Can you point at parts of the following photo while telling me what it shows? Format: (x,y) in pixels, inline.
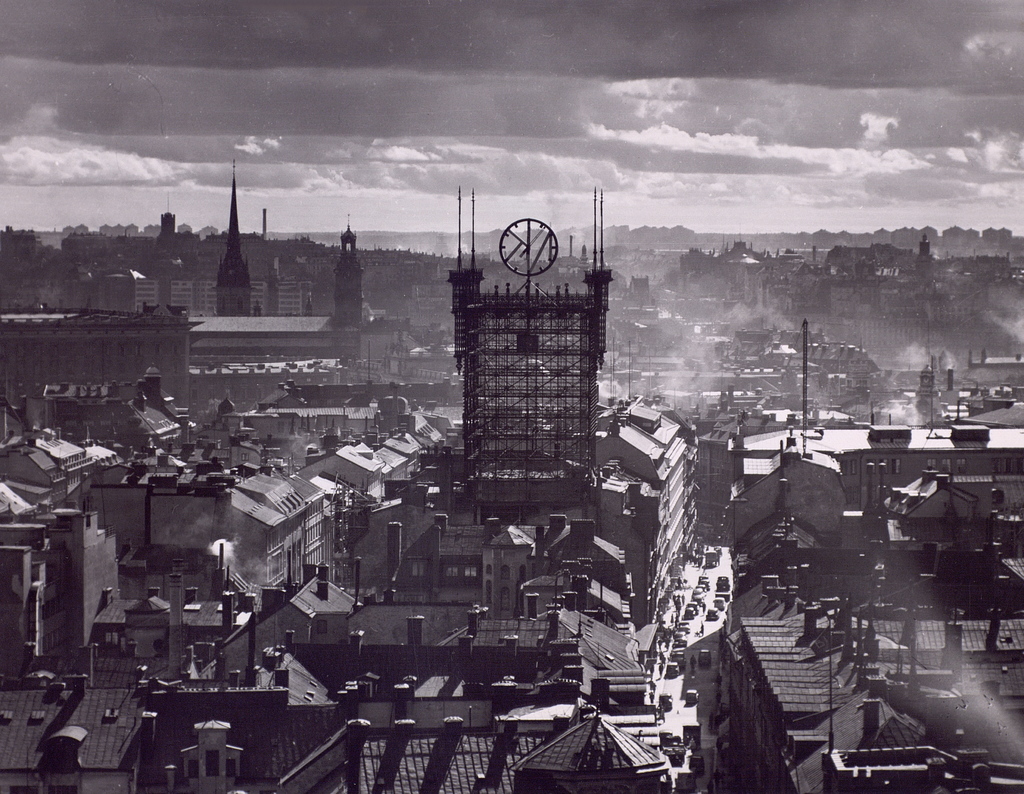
In this image we can see buildings (449,387). At the top of the image (469,187) there is sky (303,140) and clouds (616,94).
